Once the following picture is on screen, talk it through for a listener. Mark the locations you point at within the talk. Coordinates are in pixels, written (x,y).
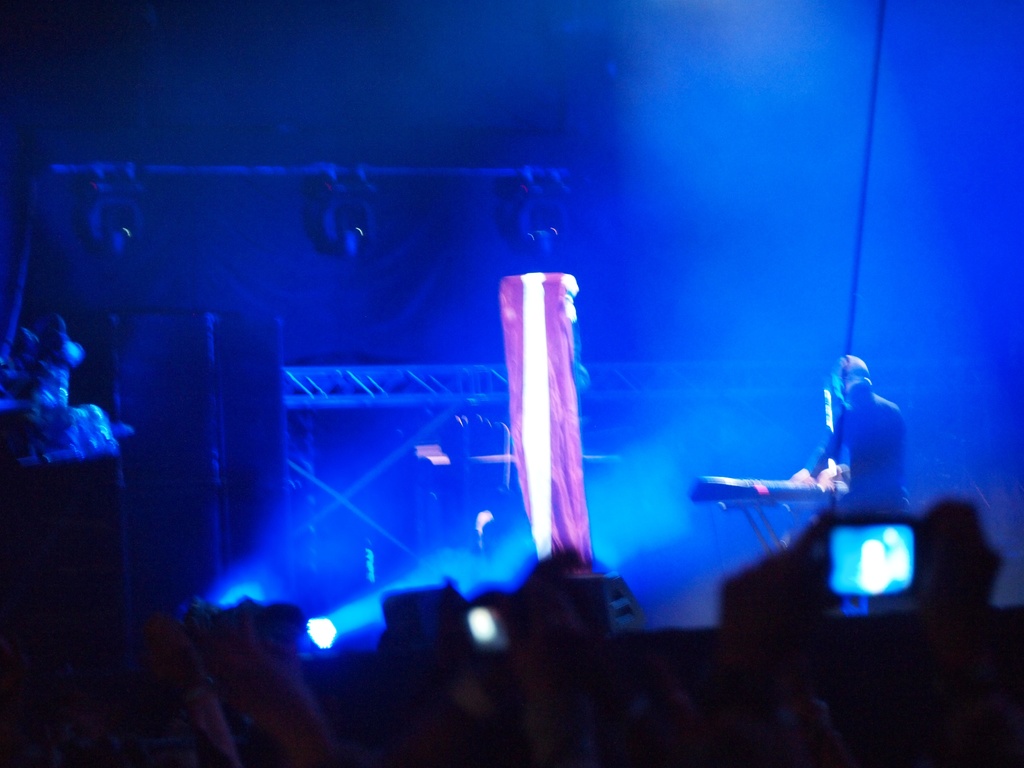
In the picture we can see a musical concert with a person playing a musical instrument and we can see a blue color light (946,370) focus on him and near to him we can see some people (742,753) are holding cameras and capturing them.
